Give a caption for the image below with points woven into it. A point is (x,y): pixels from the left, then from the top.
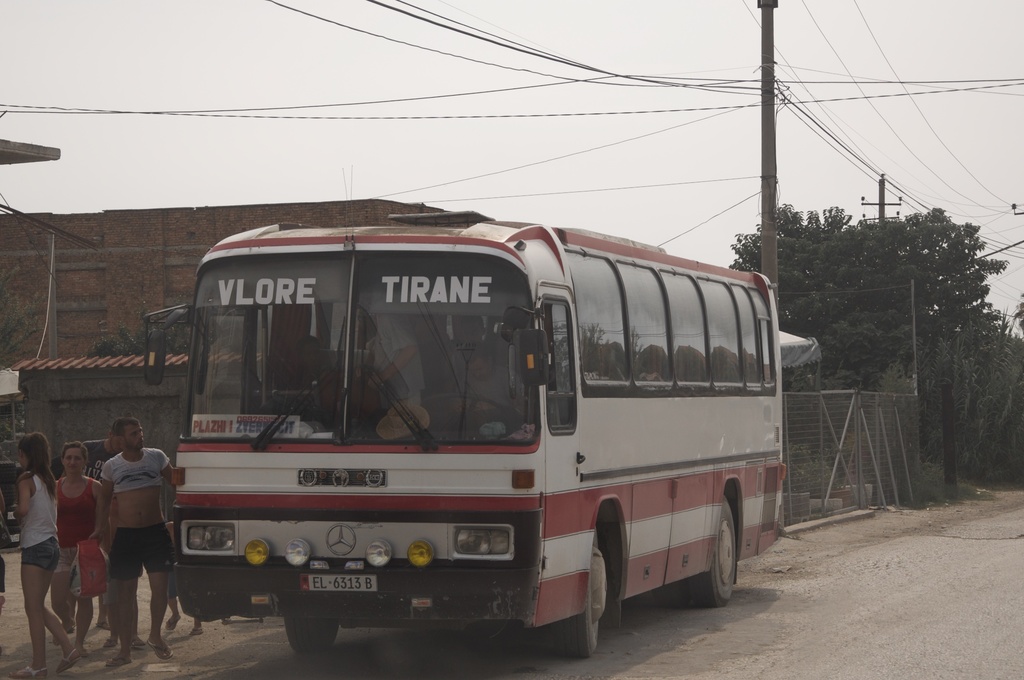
In this picture I can see some persons (416,373) who are sitting inside the bus (437,361). On the left (85,479) I can see the group of persons (73,488) who are standing near to the bus (299,537). Behind the bus (366,557) I can see the electric poles (913,378), wires (948,91), fencing (887,431), tent (800,339), building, shed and trees (887,262). At the top (800,144) I can see the sky (943,28).
